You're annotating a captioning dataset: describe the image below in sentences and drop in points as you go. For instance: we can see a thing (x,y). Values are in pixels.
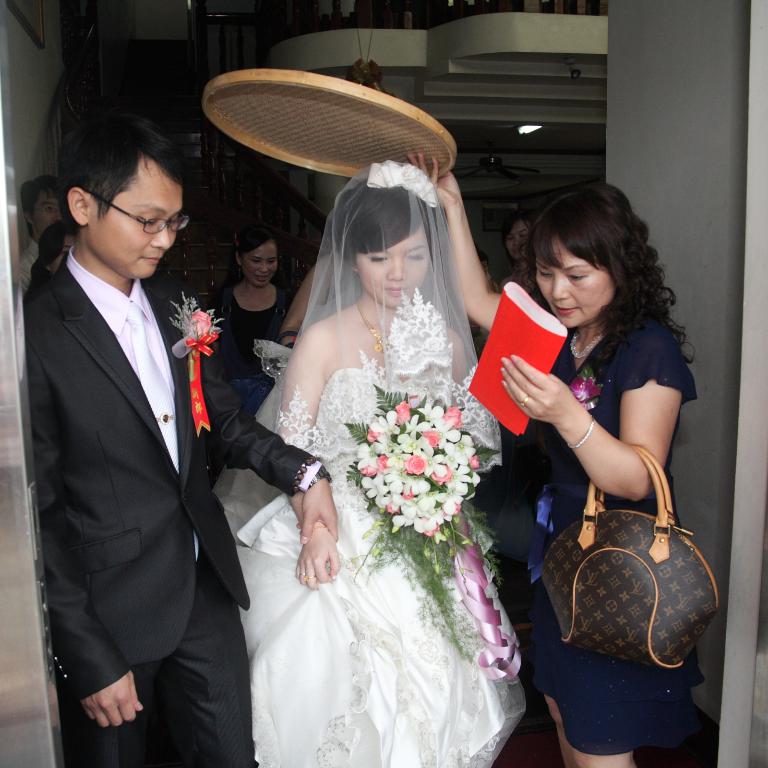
On the right side of the image (620,355) we can see a woman (601,486) is holding a cover (517,421) and handbag (637,594) in her hand (524,385). We can see a woman (326,674) wearing white dress (317,662) is holding a bouquet (378,448) in her hand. On the left side of the image (186,491) we can see a man (194,441) wearing black blazer (147,453). In the background (198,282) we can see few people (263,274), stairs (269,174) and ceiling fan (510,172).
